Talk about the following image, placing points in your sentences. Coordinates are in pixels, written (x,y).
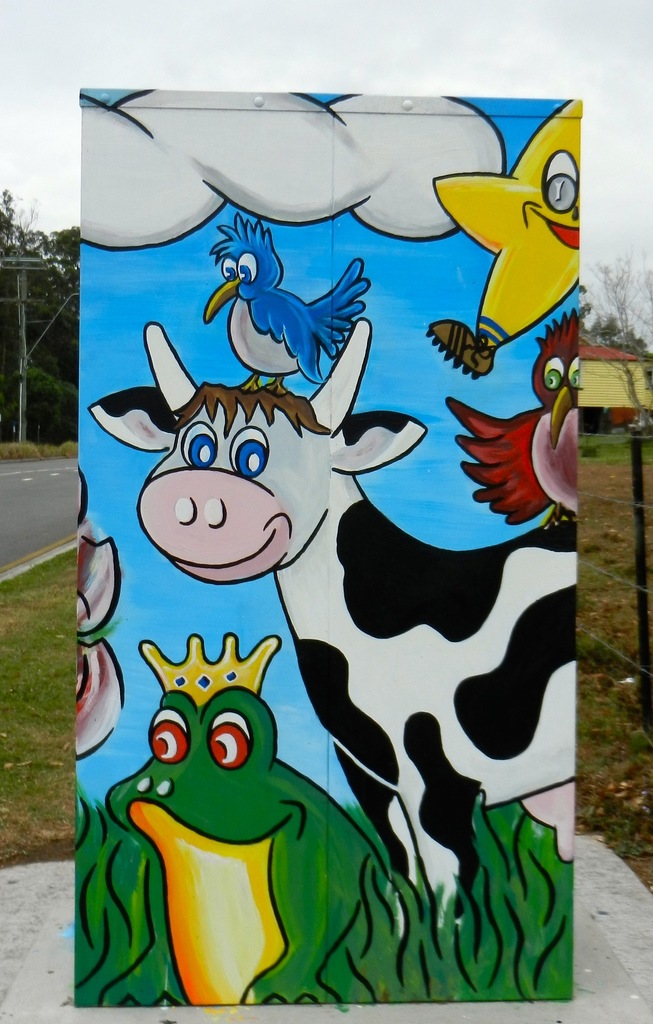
In the center of the image (218,428) we can see a board (166,982) with painting (234,360). In the background of the image (74,501) there is road (47,515). There are trees (51,355). There is a house (621,354). There is grass (591,742).
